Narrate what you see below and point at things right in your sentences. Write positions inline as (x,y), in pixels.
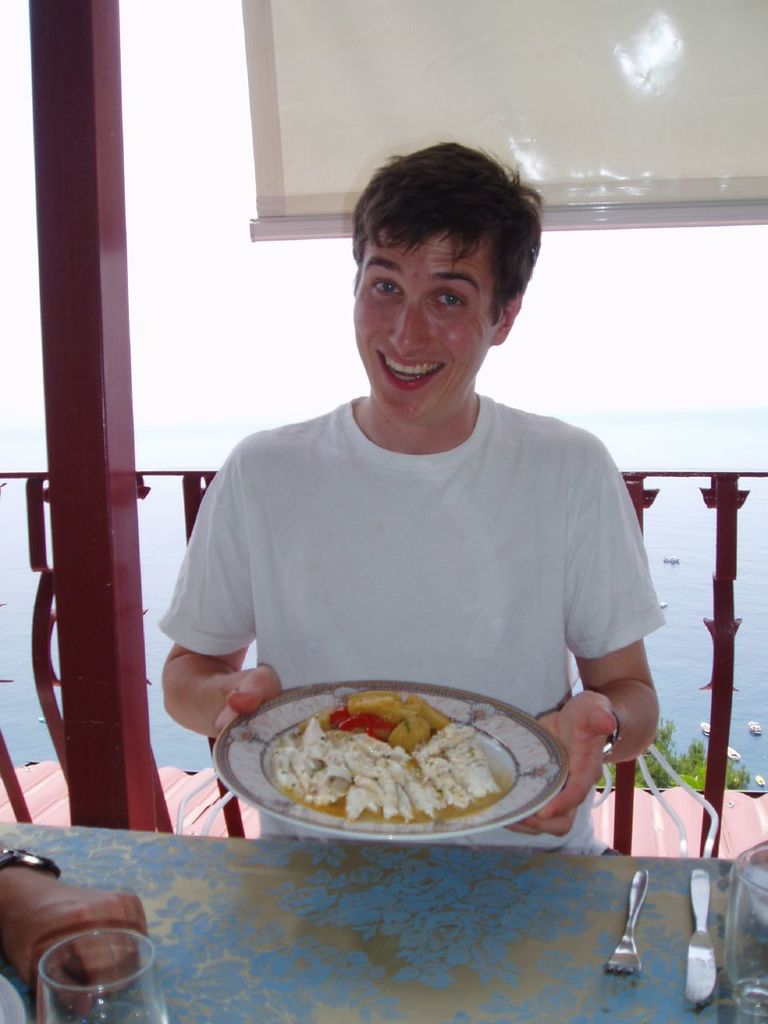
In the picture I can see a man (534,448) sitting on the chair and he is in the middle of the image (319,542). He is holding a plate (525,812) in his hand (590,736) and there is a smile on his face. I can see the glasses (753,998), a butter knife (702,945) and a fork (641,887) are kept on the table (502,941). I can see the metal fence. In the background (757,455), I can see the ocean (624,450).
